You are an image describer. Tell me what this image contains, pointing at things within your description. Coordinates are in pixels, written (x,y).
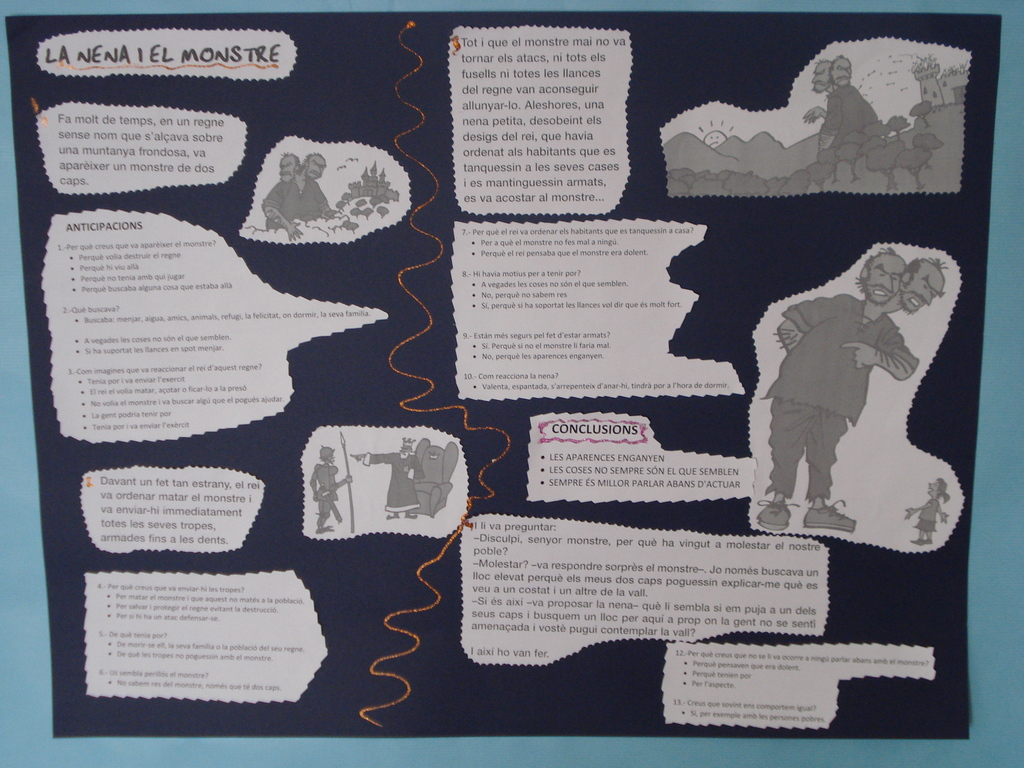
In this image we can see the black color paper (740,56) with some text (502,356) and images (891,287) which is attached to the wall (342,743).
